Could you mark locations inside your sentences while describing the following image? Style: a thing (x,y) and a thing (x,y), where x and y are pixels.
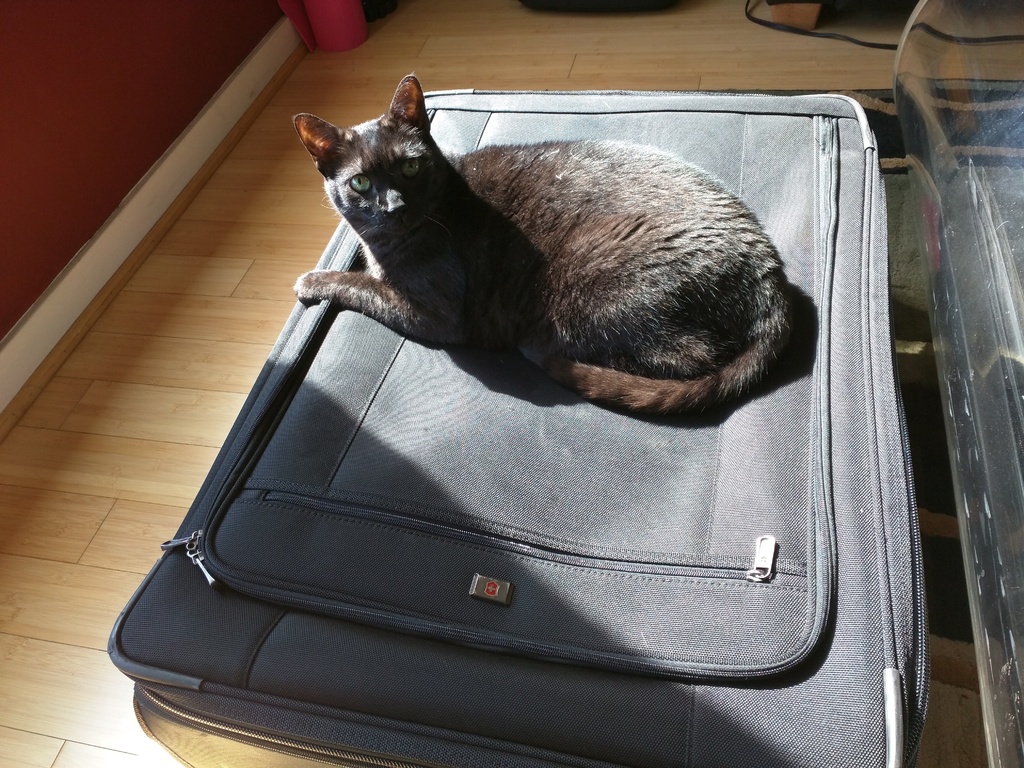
In this image we can see a black cat (556,296) is sitting on the luggage bag (620,538) which is placed on the floor (125,419).
